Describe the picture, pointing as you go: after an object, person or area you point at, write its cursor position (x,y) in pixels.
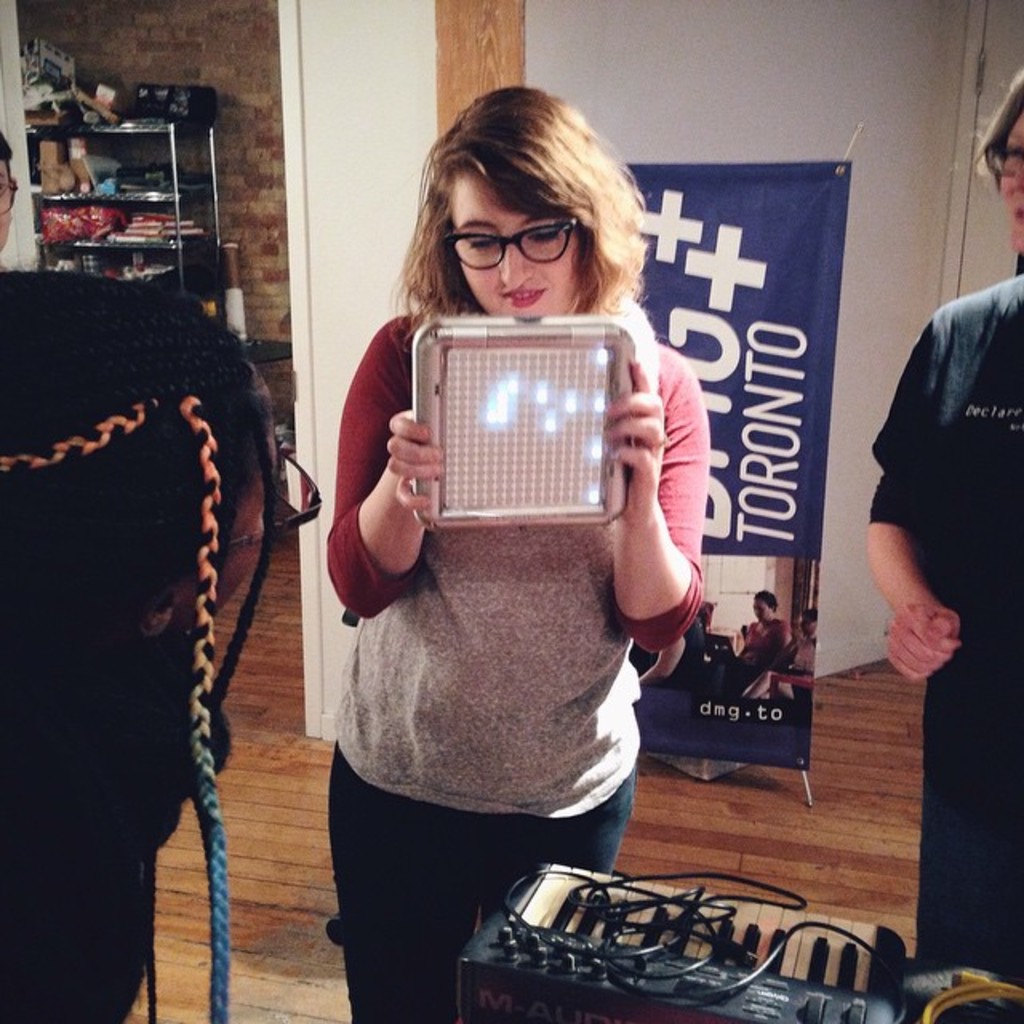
In this image, we can see people (238,525) standing and are wearing glasses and one of them is holding an object (523,471) and we can see lights (506,399) on it. In the background (161,97), there are objects (70,171) in the rack (175,242) and we can see a banner (745,333) and a wall (855,160). At the bottom (800,851), there is floor (849,837) and we can see a keyboard (665,988) with cables (926,1009).
